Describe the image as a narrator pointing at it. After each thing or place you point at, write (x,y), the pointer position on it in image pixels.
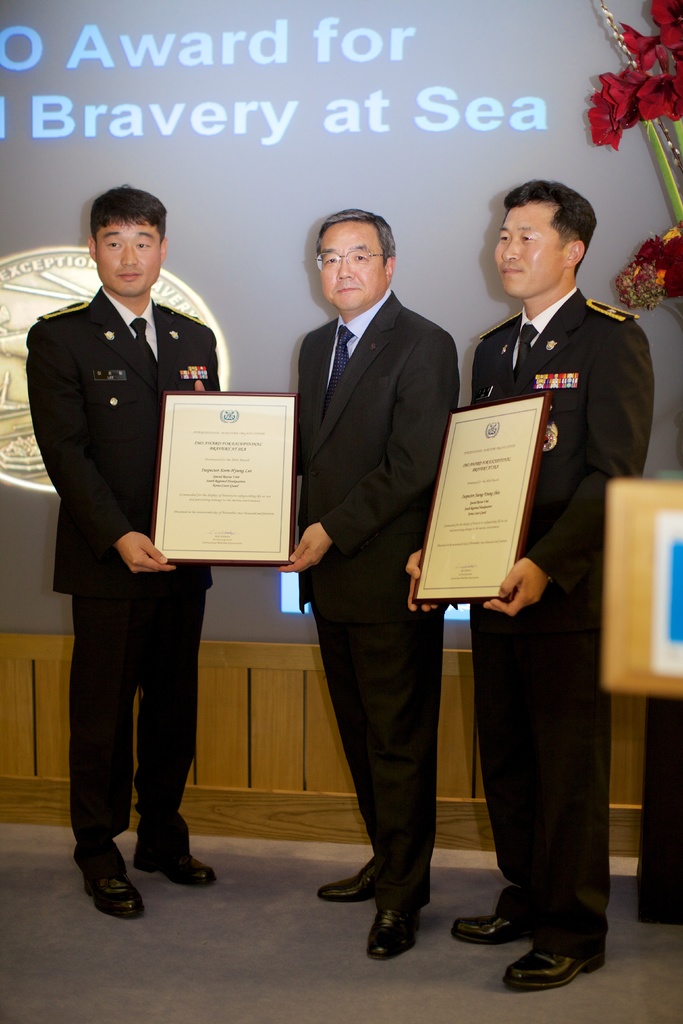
In this image there is a floor (205,989) at the bottom (147,1005). There is an object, it looks like a flower vase (675,211) on the right corner (675,211). There are people (186,629) holding objects (472,588) in the foreground (329,641). There is a wooden object (282,643), it looks like a screen (140,18) in the background (440,11).
